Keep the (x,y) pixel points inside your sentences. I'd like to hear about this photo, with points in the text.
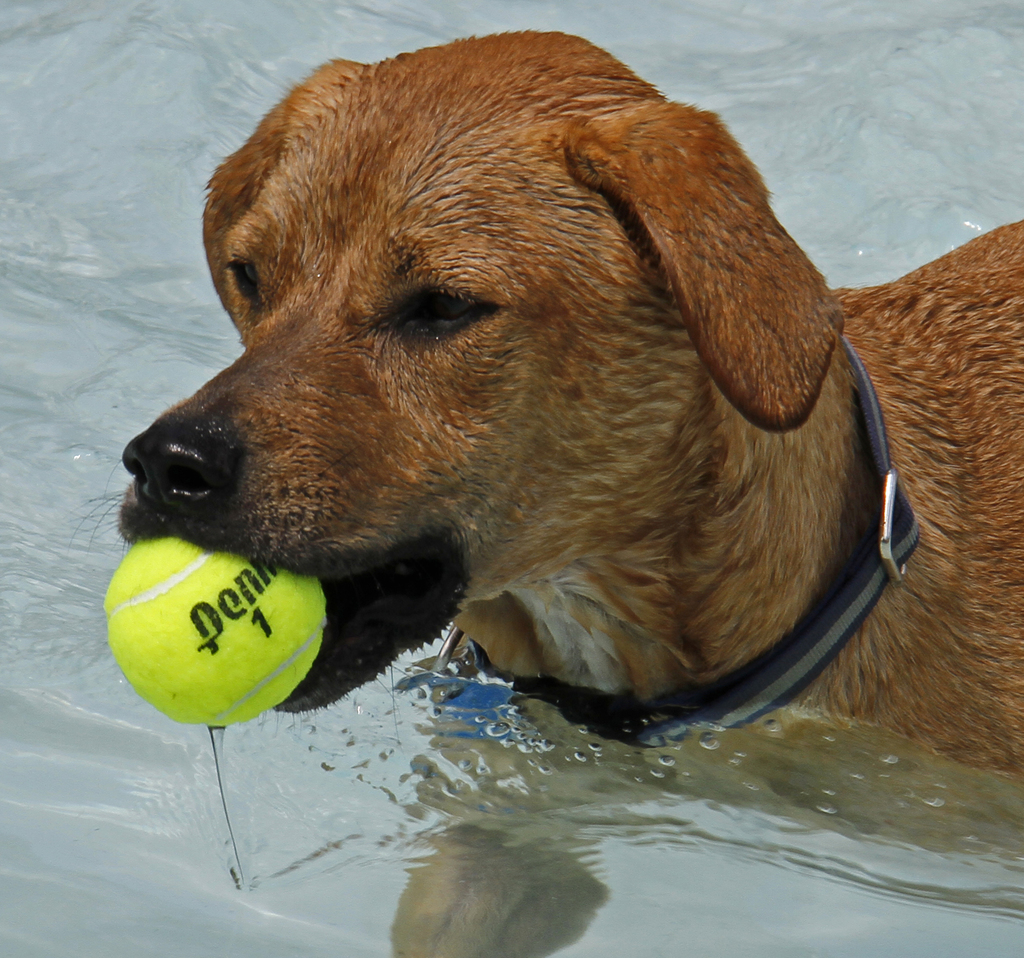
The picture consists of a dog (1016,681) holding a ball (268,610). The dog (530,387) is in water (144,789).
